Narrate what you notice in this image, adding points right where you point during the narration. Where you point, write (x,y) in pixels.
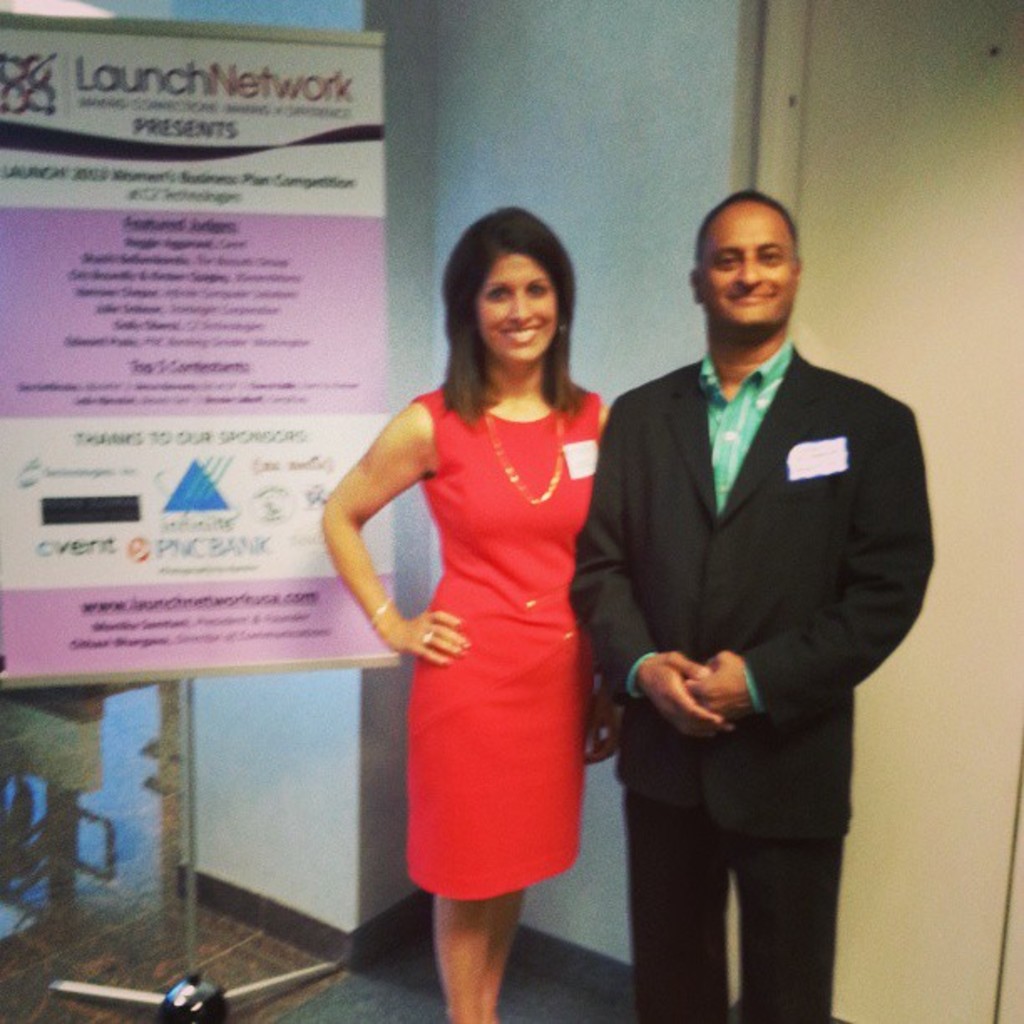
On the background of the picture (600,121) we can see a wall (602,90) and this is a door (918,272). Here we can see a man (790,555) and a woman (557,719) giving pose to the camera. She is in red dress (492,666). He is wearing a black colour blazer (796,664) and trousers (740,913). At the left side of the picture (230,163) we can see a board (157,268) stating "launch network". This is a stand (218,1007). This is a floor (169,962).
